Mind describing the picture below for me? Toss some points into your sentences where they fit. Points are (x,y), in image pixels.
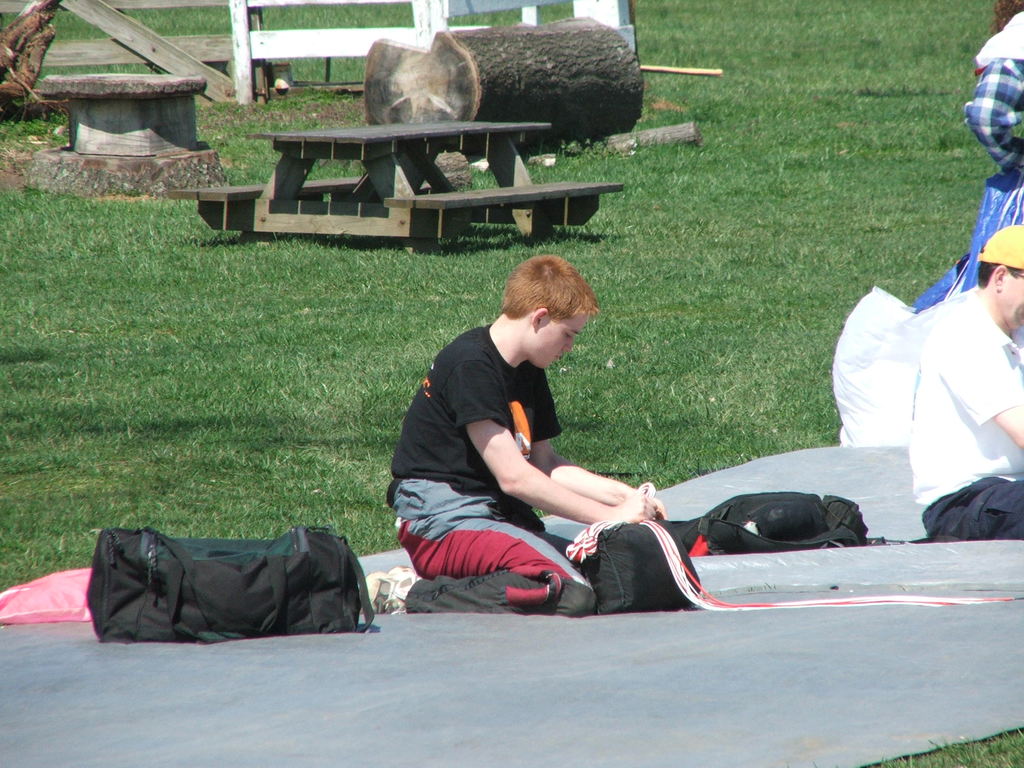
In this picture there is a man (1022,325) who is wearing yellow cap (1022,247), white t-shirt (938,470) and black trouser (1012,509). He is sitting on the grey sheet (969,642). Beside him i can see the black bag (787,516). In the center (409,502) there is a boy (526,499) who is wearing t-shirt (474,376), trouser (426,573) and shoe (378,581). He is sitting near to the black bags (352,606). In the back (557,216) I can see the table (294,135) and benches (209,195). beside that I can see the wood (549,61) and wooden fencing (169,43). On the right (997,130) there is a person (1003,162) who is standing on the grass (834,197).
